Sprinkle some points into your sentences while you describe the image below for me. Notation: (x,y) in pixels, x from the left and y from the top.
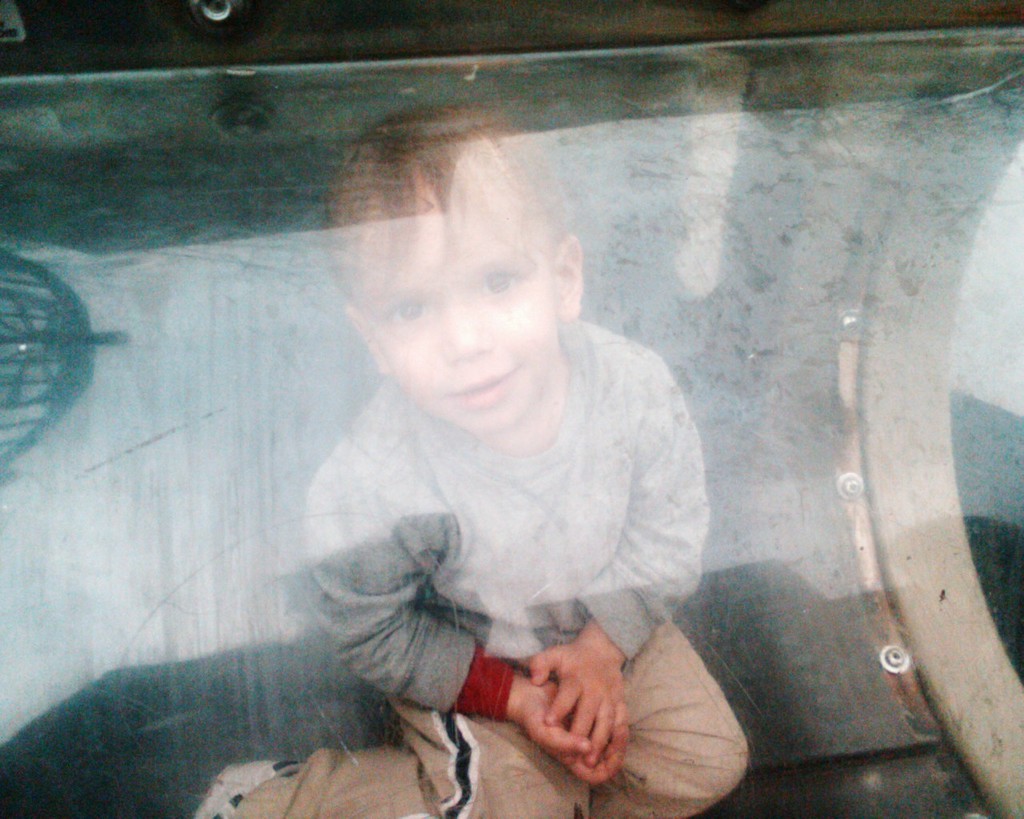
This image consists of a boy (466,478). He is sitting.
